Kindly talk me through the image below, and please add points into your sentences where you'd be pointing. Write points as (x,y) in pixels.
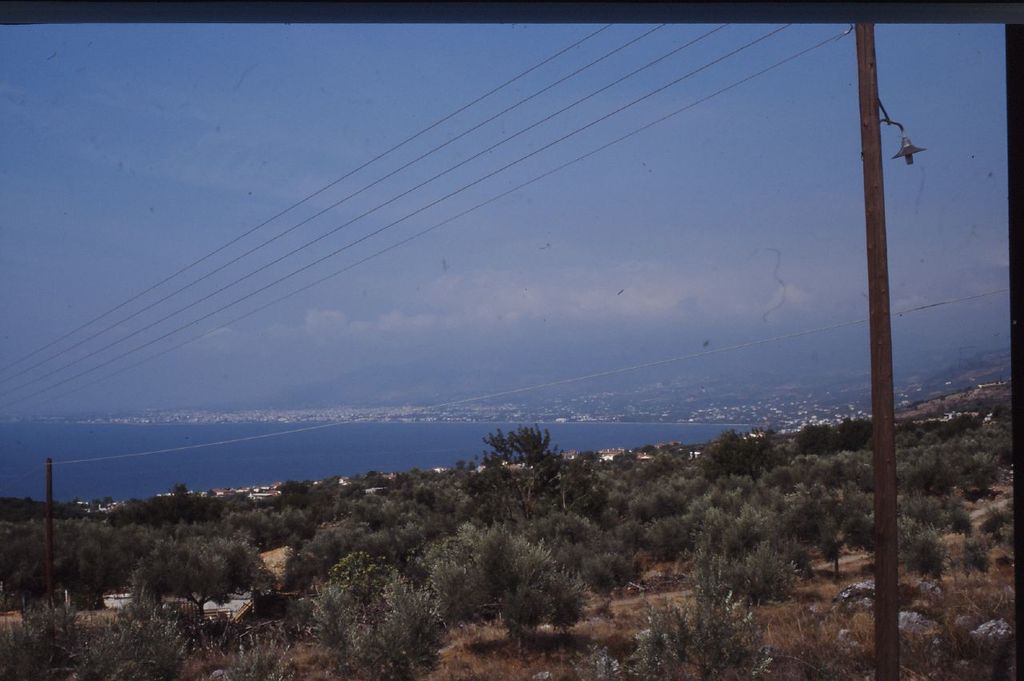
In this image we can see trees (532,534), pole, wires (374,212) and a sea (333,438). The sky (631,233) is in blue with some clouds (601,289).
